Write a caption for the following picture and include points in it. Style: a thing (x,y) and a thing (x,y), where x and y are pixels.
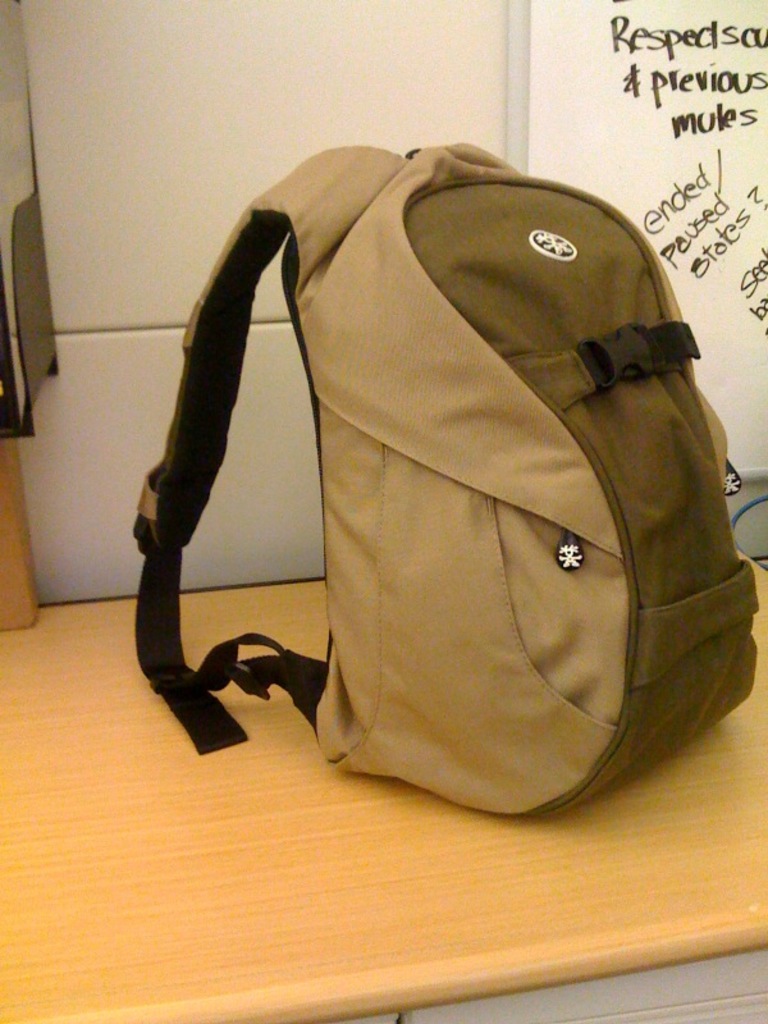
A bag (522,447) on table (551,823) is highlighted in this picture. On wall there is a note (740,159).
